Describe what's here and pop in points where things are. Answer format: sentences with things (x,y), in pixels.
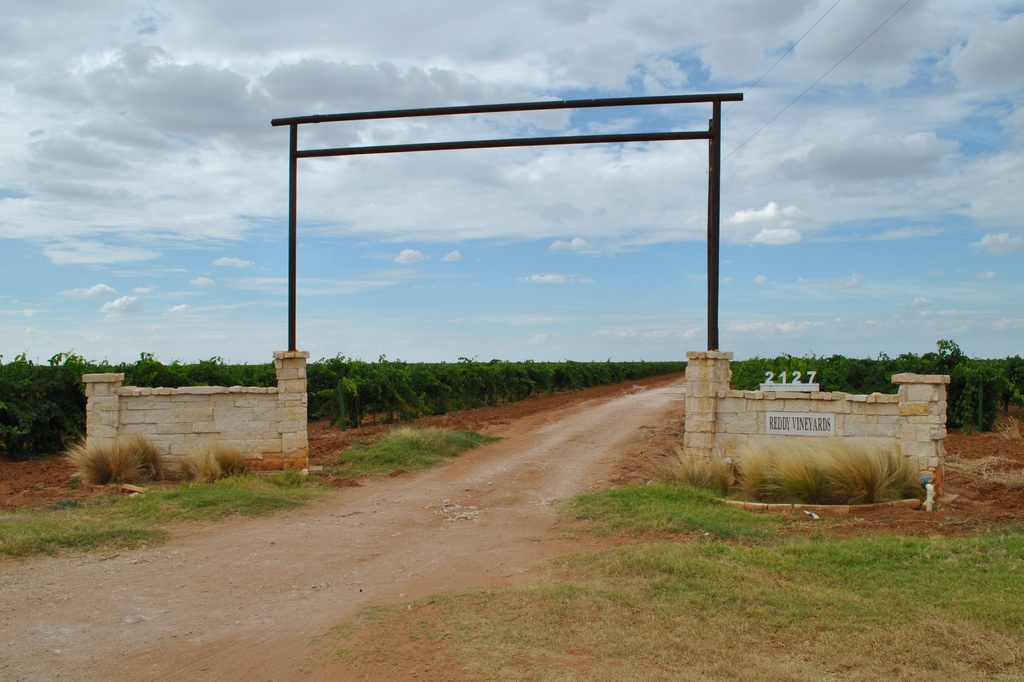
In the image there is arch (291,166) on a wall (692,396), in the middle (557,453) there is path (491,473), on either side of it there are plants (11,380) on the land (855,586) and above its sky (851,149) with clouds (621,62).
